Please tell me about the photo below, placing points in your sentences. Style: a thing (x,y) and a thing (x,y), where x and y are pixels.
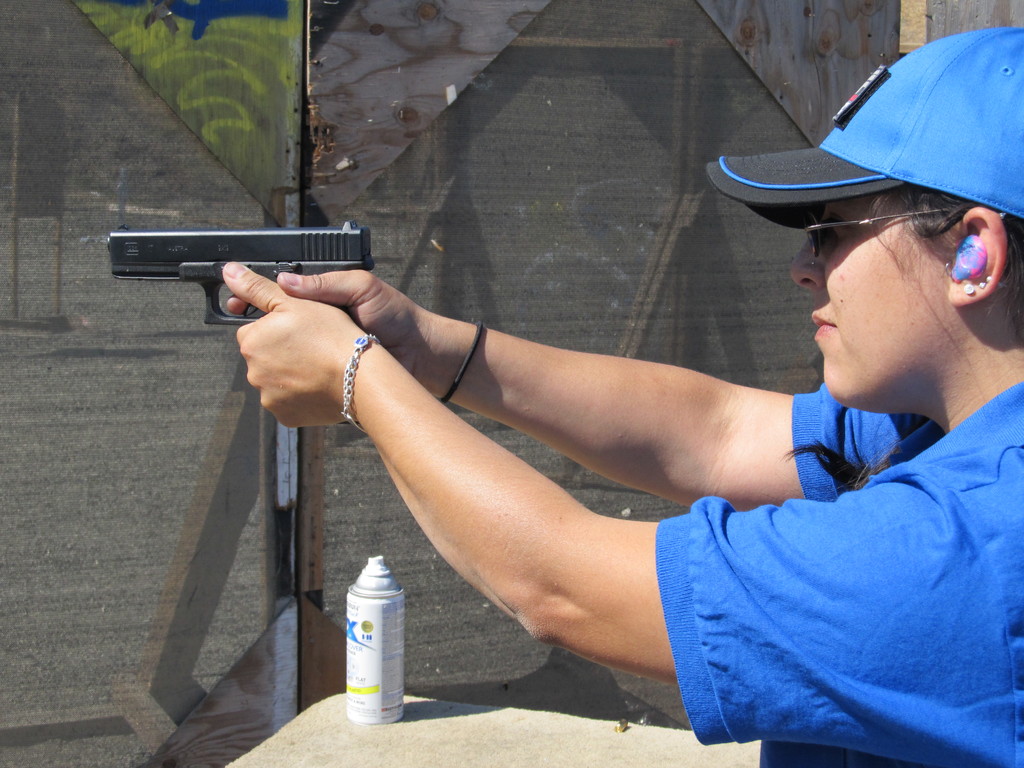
In this picture I can see a woman (386,429) holding a gun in her hands (249,379) and she is wearing a cap (961,37) on her head (924,330) and I can see a bottle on the table (557,759) and I can see fence (570,97) in the background (666,174).
